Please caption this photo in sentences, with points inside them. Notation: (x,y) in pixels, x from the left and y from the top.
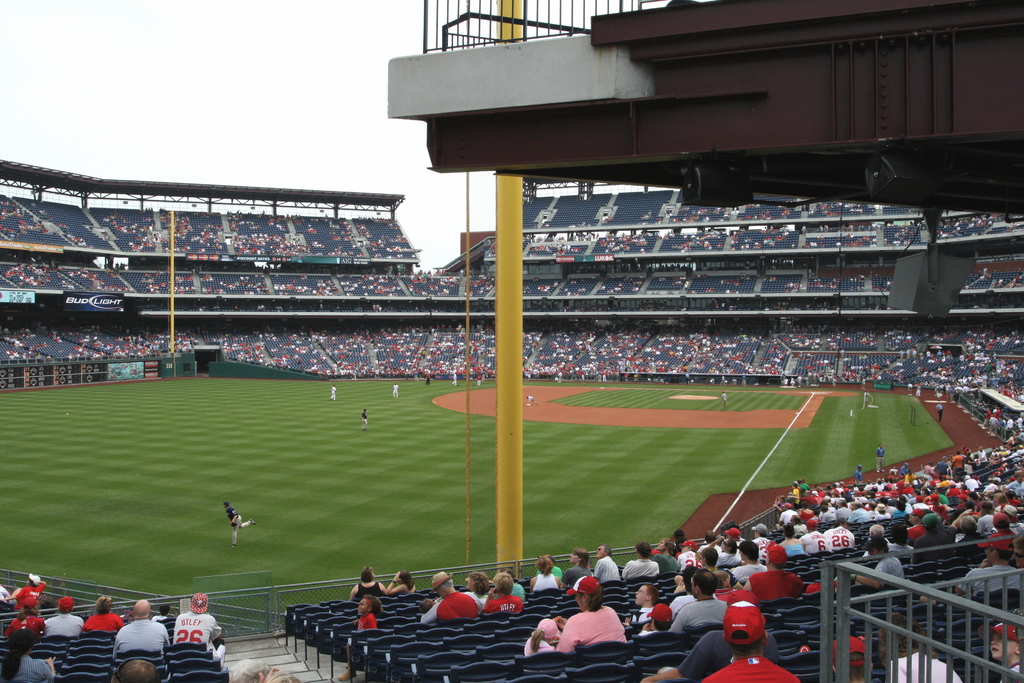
In this picture we can see the stadium (437,327). In the stadium (281,438) there are groups of people (852,341), poles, boards (44,366) and there are some people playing on the ground (323,438). At the bottom right corner of the image (930,658), there are iron grilles (889,658). At the top left corner of the image (177,50), there is the sky (165,54).
